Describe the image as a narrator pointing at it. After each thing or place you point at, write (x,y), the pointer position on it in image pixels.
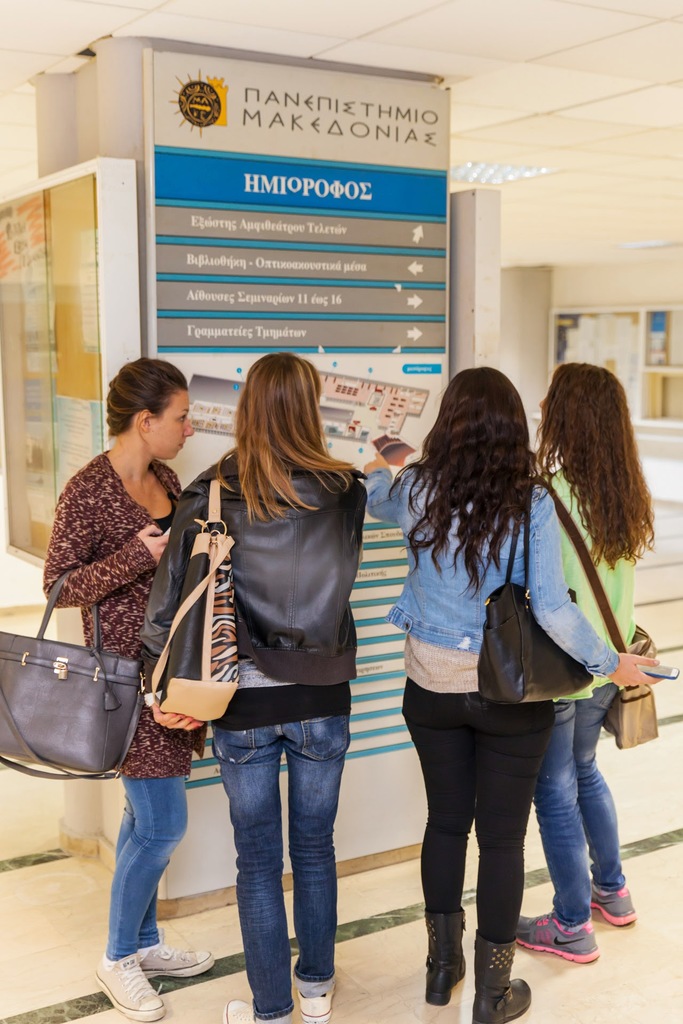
In this we can see a group of people (590,375) are standing and wearing the bag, and at above here's the roof (544,65).
